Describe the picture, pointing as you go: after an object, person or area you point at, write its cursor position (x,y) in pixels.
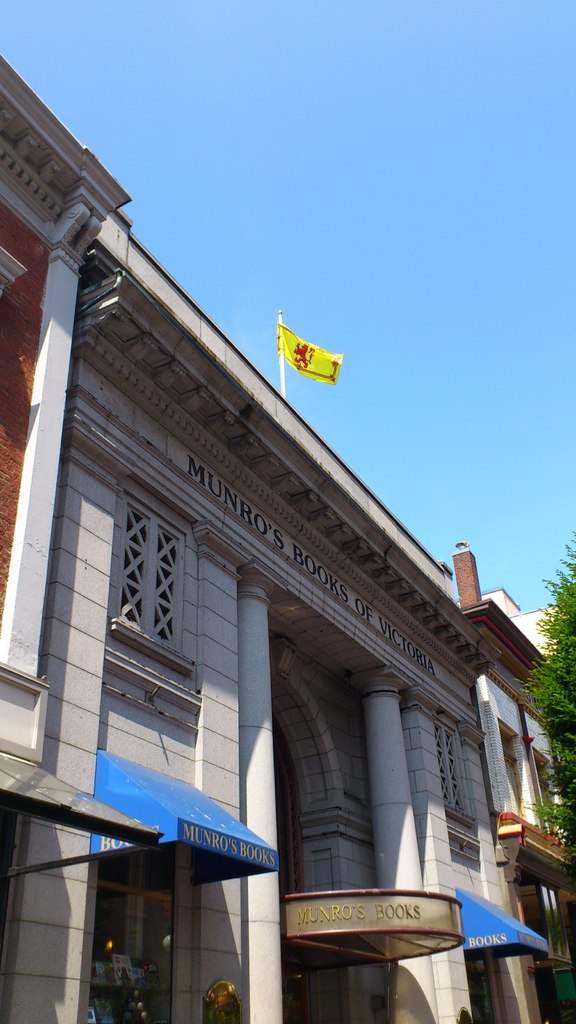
In this image, we can see building (290,621) and there is a tree (558,715). At the top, there is a flag (290,356).
